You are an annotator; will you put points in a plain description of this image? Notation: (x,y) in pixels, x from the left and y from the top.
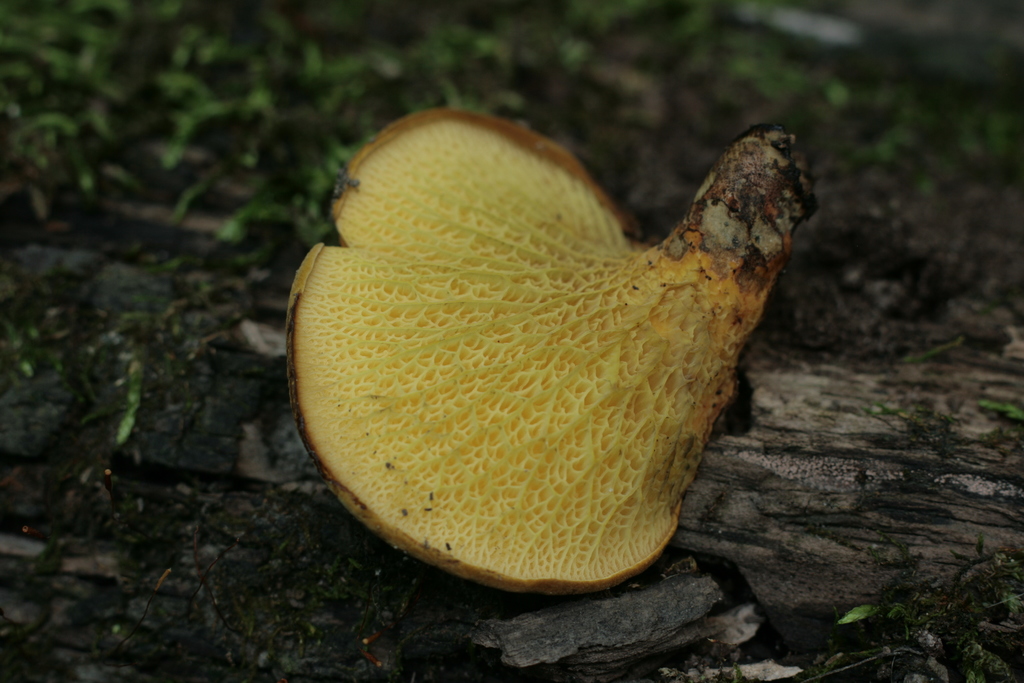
In this image the object (448,283) looks like a mushroom (532,335) on the tree trunk (290,435). And there is the blur background (528,43).
